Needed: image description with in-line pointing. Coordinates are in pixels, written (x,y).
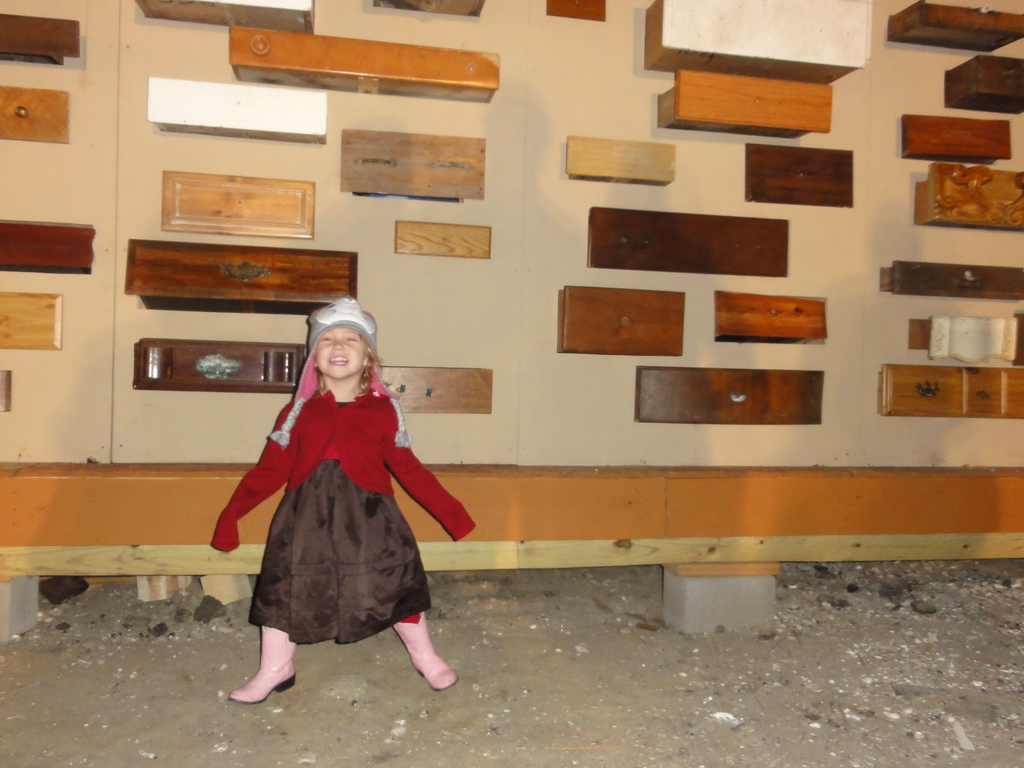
In this image we can see a girl (358,350) smiling. She is wearing a cap (294,413). In the background (381,331) there is a wall (904,452) and we can see wooden blocks (662,330) placed on the wall (540,262).
